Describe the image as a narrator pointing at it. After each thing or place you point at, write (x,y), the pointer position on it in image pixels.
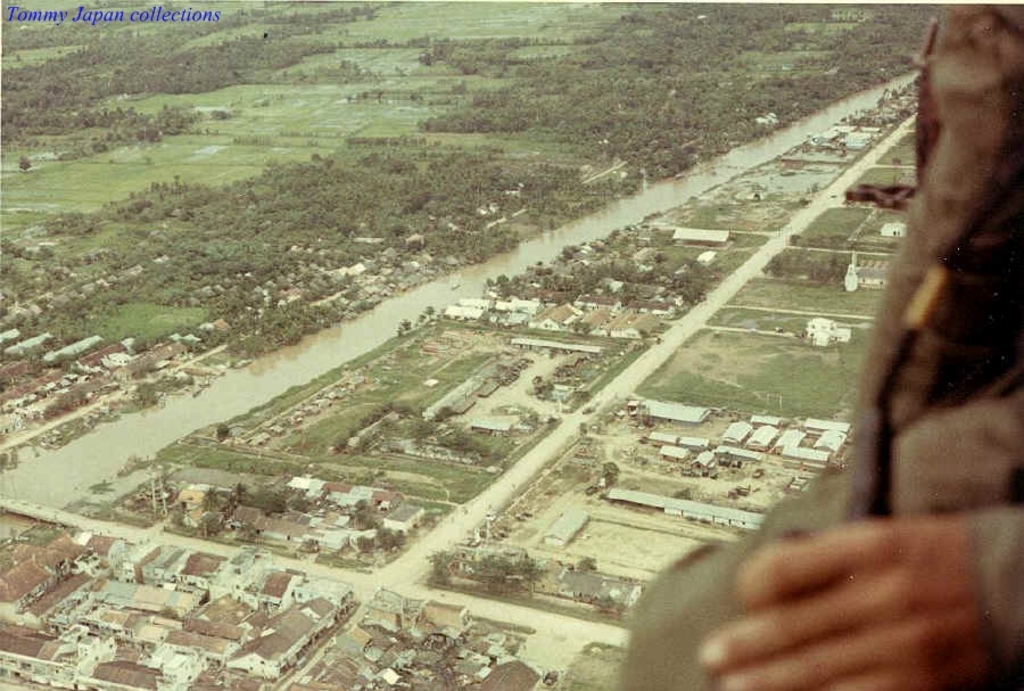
At the right side of the picture (933,329) we can see partial part of the human (907,432). This is a top view of a land (586,87). We can see buildings (424,638), trees (437,245), a river (434,284) and grass (774,380).
